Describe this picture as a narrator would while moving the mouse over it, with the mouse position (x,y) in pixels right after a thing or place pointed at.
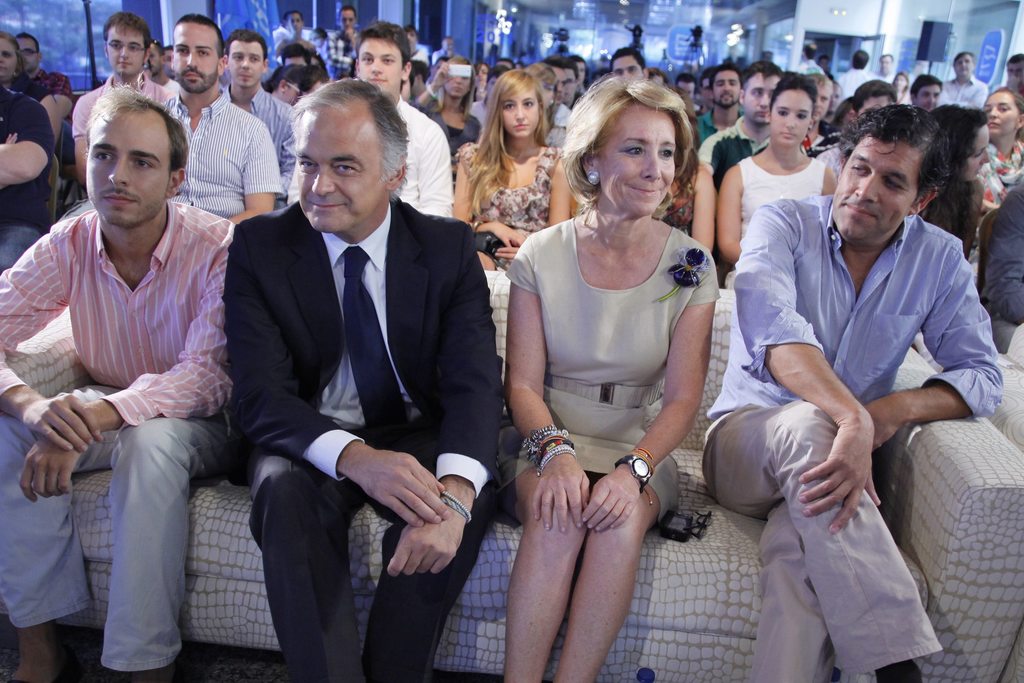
In this picture we can see there are four people (604,396) sitting on a couch (743,595) and other people (562,186) are sitting on chairs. Behind the people (559,174) there are blurred things (733,36).
